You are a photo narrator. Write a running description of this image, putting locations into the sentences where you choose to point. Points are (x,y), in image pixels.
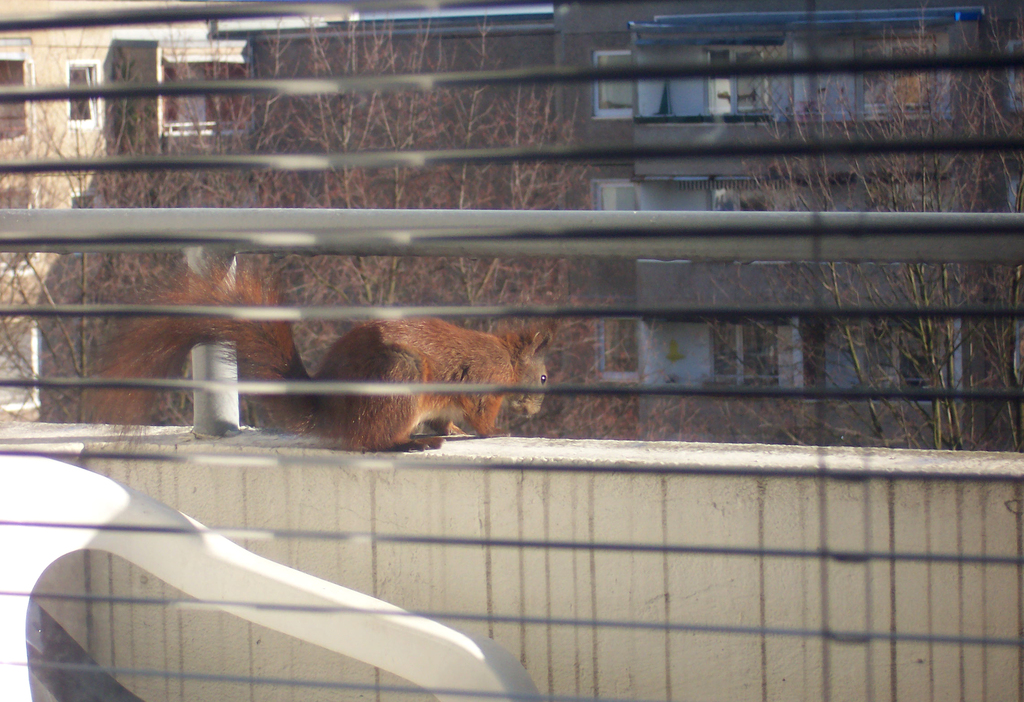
In this image we can see a squirrel (401,377) on the wall (489,481). In the background (266,136) we can see group of trees (263,149), buildings (116,56) and a iron railing (736,253).
